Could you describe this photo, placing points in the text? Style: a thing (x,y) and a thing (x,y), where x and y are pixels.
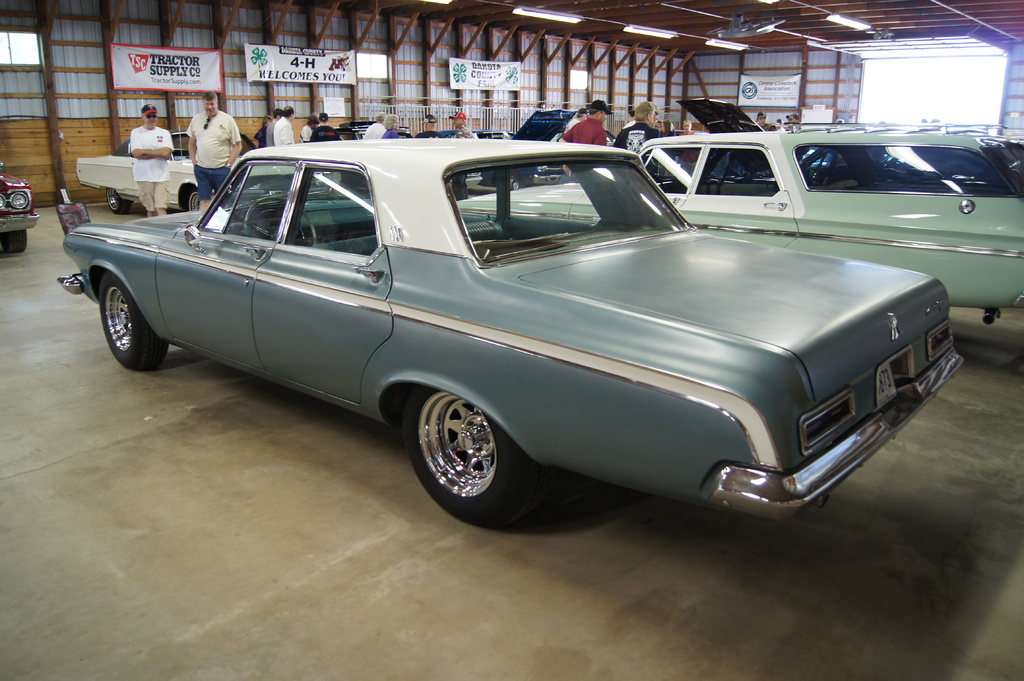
Here we can see cars (790,299) and few persons (396,129) on the floor (278,526). In the background (29,84) we can see banners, wall (71,62), and lights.
